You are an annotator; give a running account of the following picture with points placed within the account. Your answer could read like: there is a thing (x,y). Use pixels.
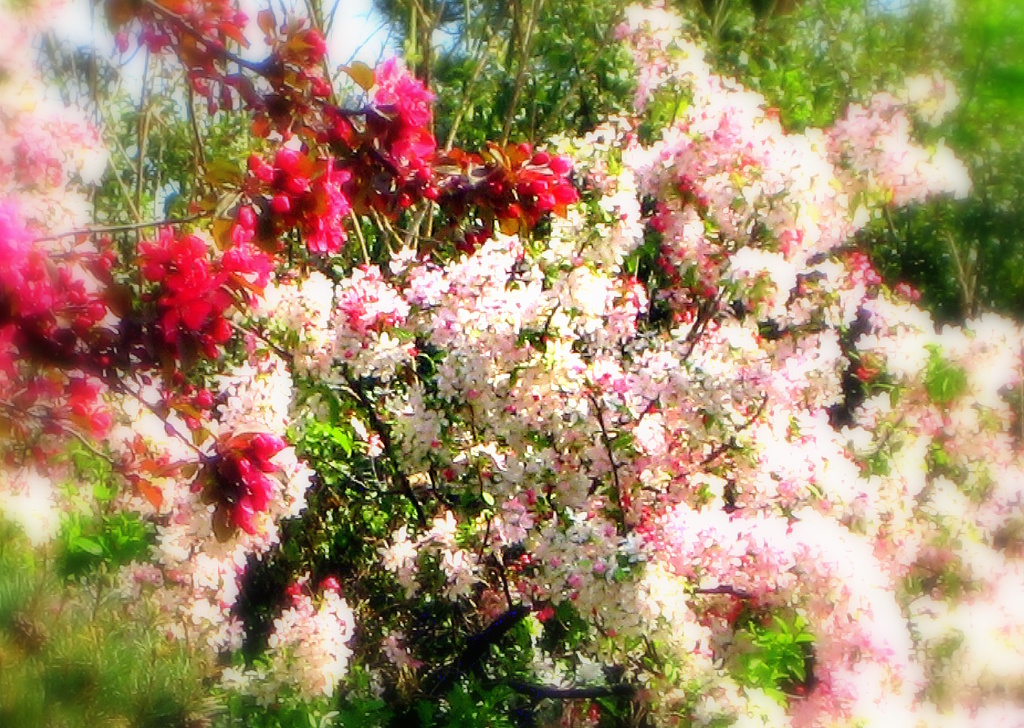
Here in this picture we can see different kind of flowers (320,298) present on plants (847,262).
